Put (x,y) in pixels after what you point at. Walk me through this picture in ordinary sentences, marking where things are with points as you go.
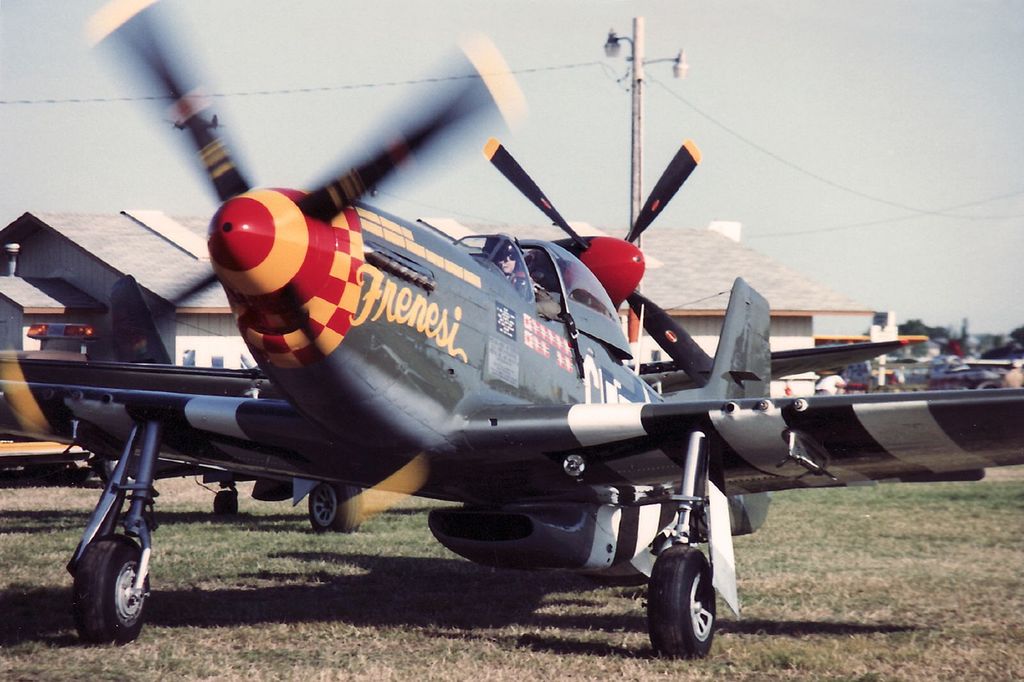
In the center of the image (630,422) we can see two airplanes (536,410). And we can see some text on the front airplane (550,458). In the background (861,118), we can see the sky (657,100), clouds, one pole (677,57), wires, buildings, trees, few people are standing and a few other objects (44,444).
